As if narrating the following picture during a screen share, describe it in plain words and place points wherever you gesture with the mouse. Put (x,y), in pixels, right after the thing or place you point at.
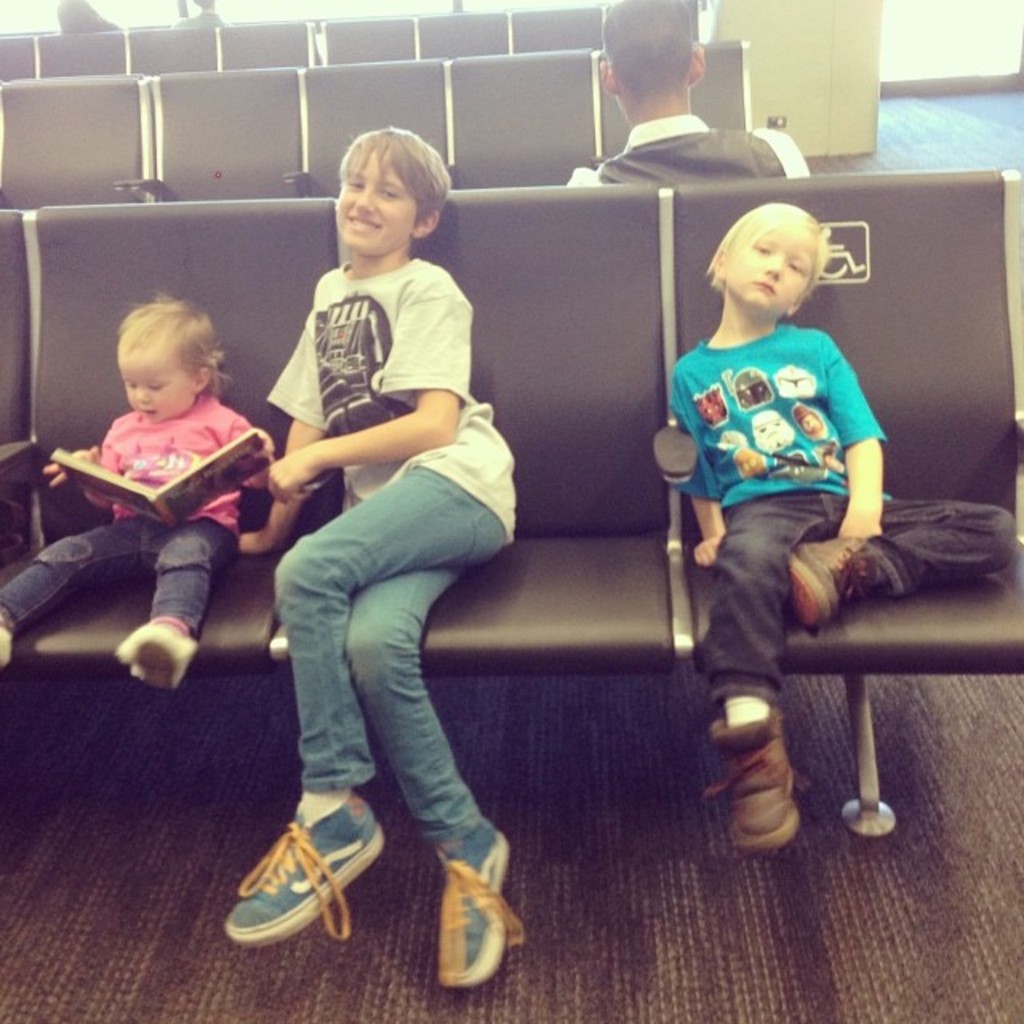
In the image we can see a man (648,131) and three children (453,504) sitting, they are wearing clothes (398,716) and shoes (307,840). We can see there are many chairs (308,145) and the carpet (754,868). Here we can see the child (109,537) holding a book (157,504).
